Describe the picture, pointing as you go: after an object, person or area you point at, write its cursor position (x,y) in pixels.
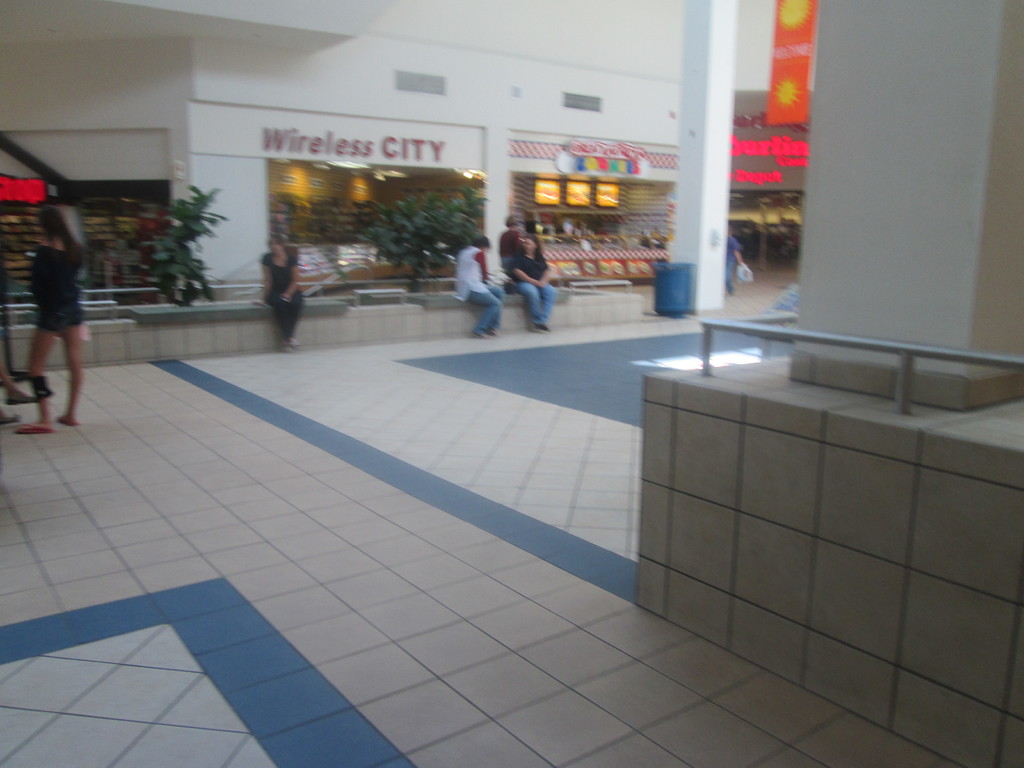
In this image we can see group of people (485,269) sitting on the wall (225,307). One woman (49,316) is standing on the floor (169,440). In the background (165,247) we can see group of plants (419,214) and building (402,88).
